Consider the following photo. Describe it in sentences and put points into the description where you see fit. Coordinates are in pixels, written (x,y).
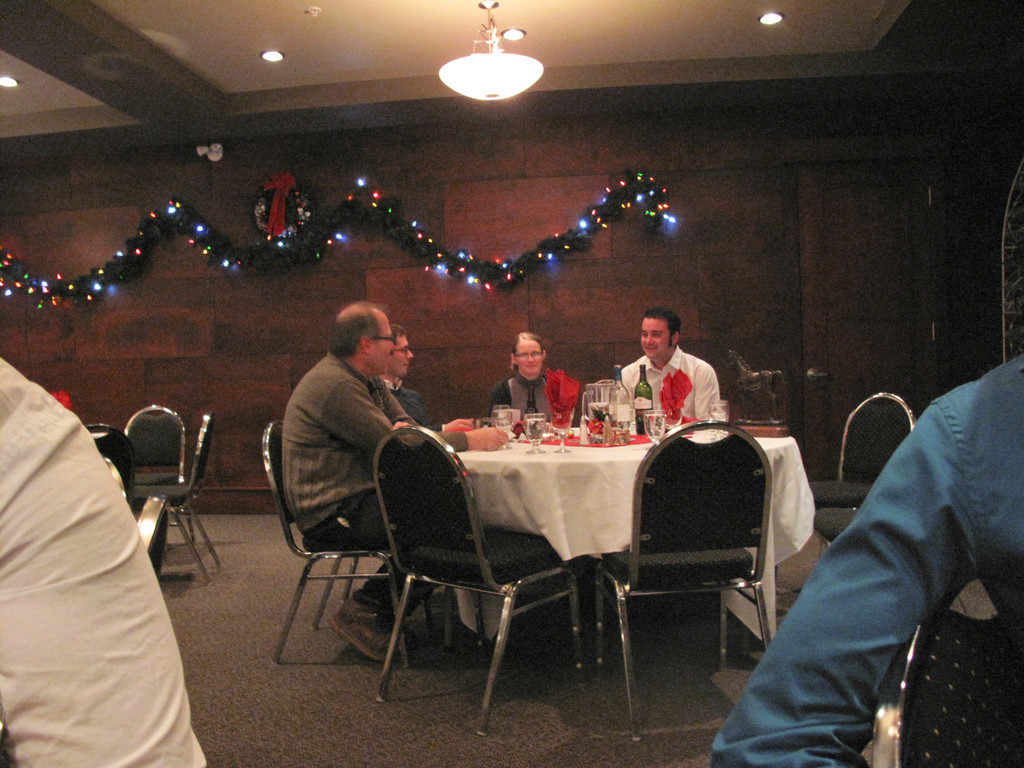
There are group of people (374,490) sitting on the chairs (451,527) around a table (629,465) having their drinks (608,418) and at the background of the image (207,320) there is a wall (673,209) which is decorated by lights (317,237) and at the middle of the image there is a lamp (489,53).
